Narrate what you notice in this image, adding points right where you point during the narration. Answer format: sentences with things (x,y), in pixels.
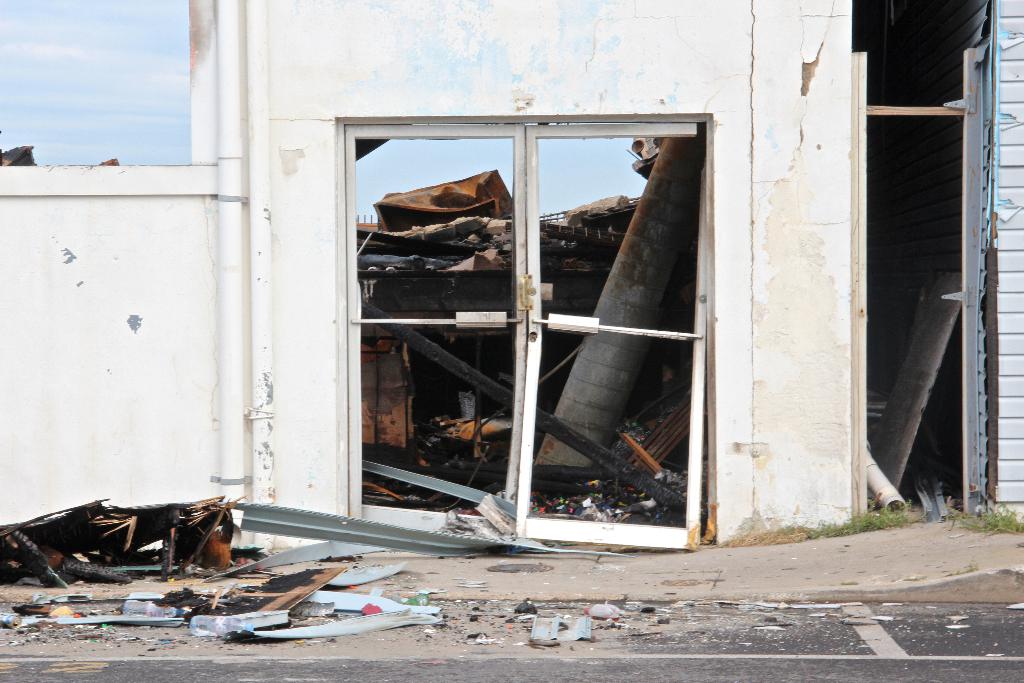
In this picture we can see a collapsed building (527,351) and to the wall (192,308) there are pipes (225,260). Behind the wall (87,213) there is a sky (88,67).
